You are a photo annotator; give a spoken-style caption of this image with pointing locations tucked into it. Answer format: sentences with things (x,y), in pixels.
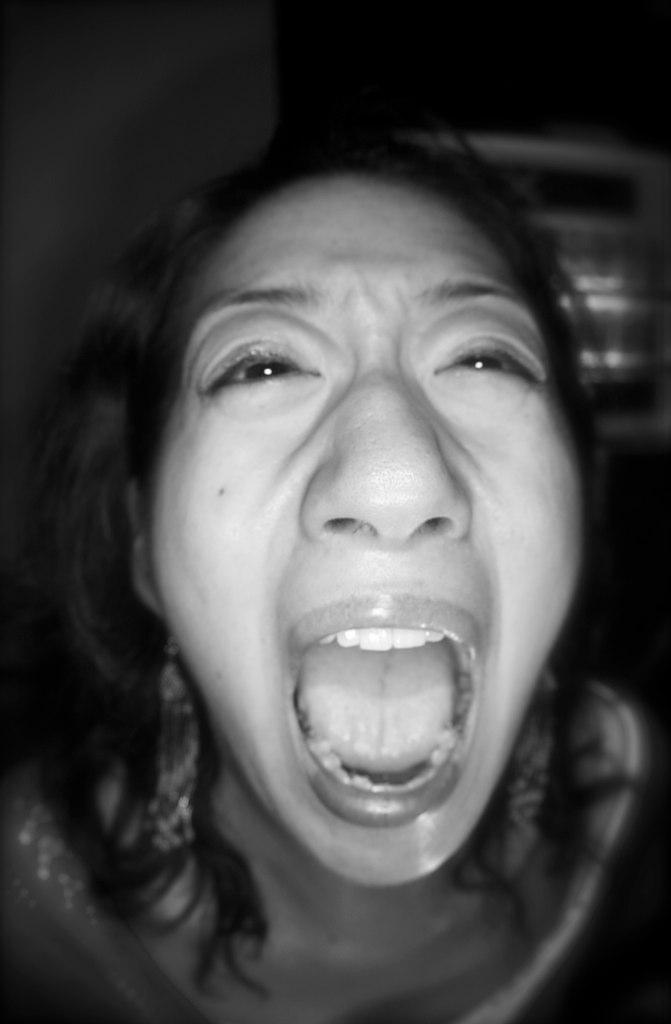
This is a black and white image. In this image there is a lady (399,715) with an opened mouth (455,715). In the background (638,347) it is dark.
